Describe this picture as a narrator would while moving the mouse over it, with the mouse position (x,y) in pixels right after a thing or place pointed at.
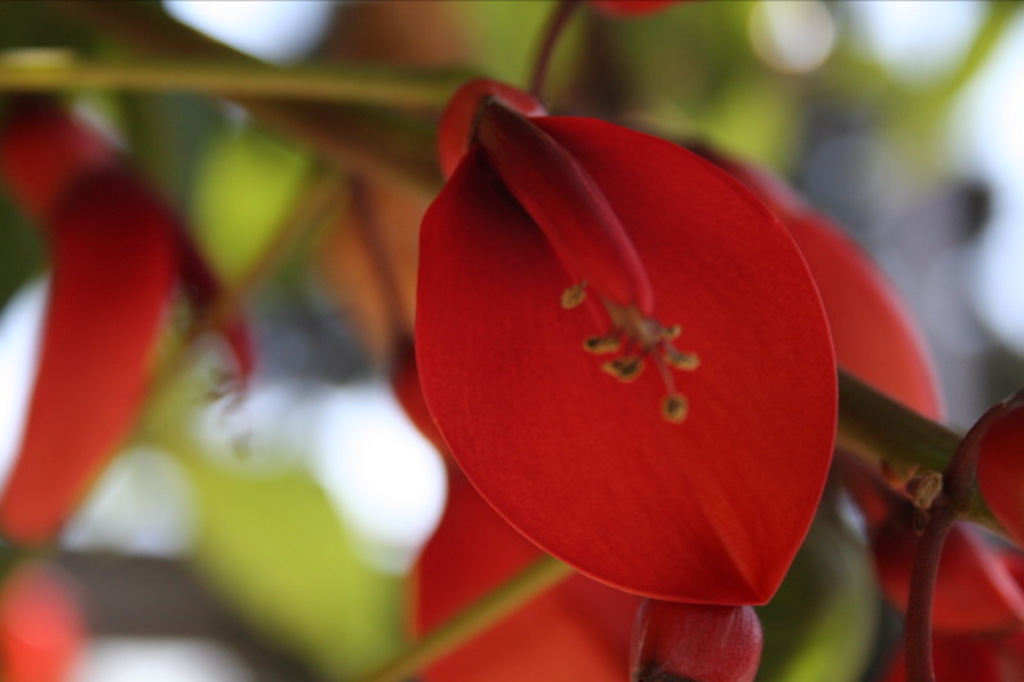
In this picture we can see some red petals (454,171) on stems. Background (1007,126) is blurry.
